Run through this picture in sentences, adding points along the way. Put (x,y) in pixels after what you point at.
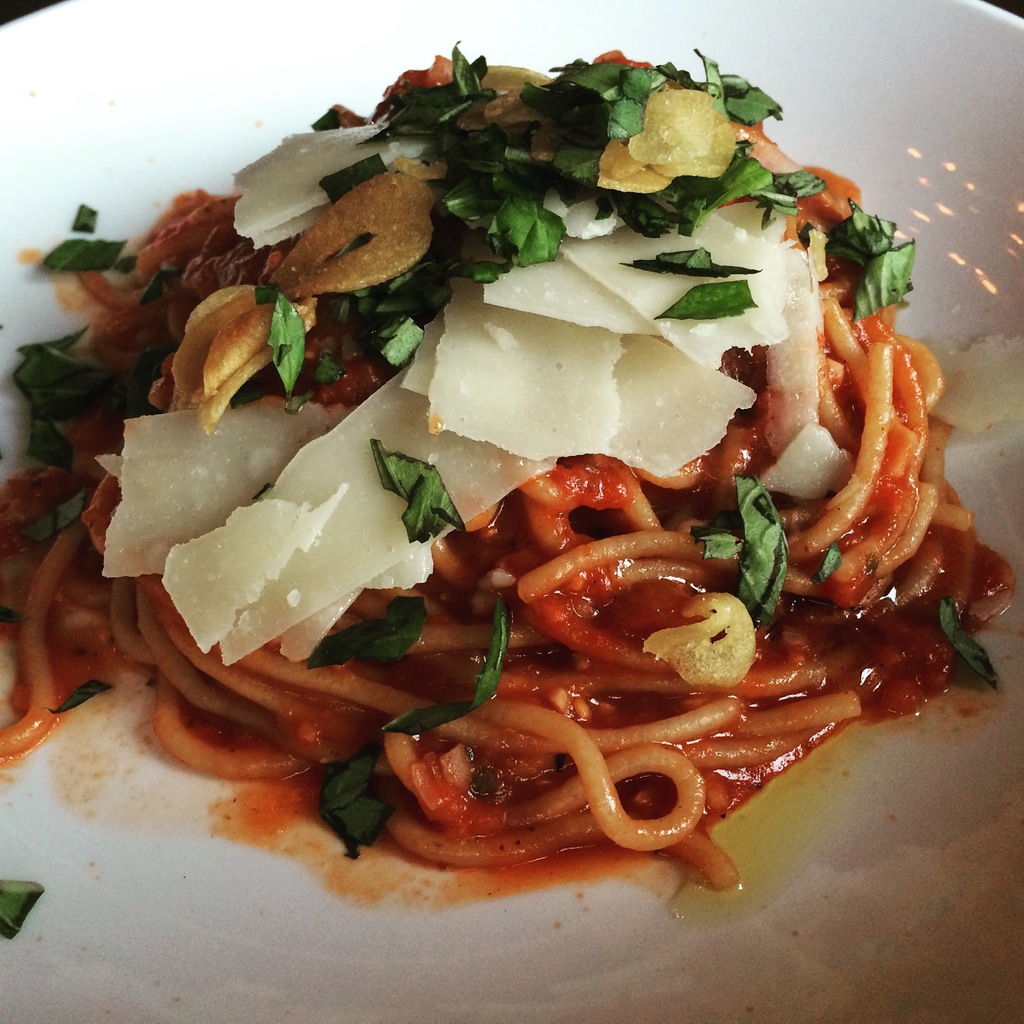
In this image we can see a plate (297,969) containing food (366,664).
